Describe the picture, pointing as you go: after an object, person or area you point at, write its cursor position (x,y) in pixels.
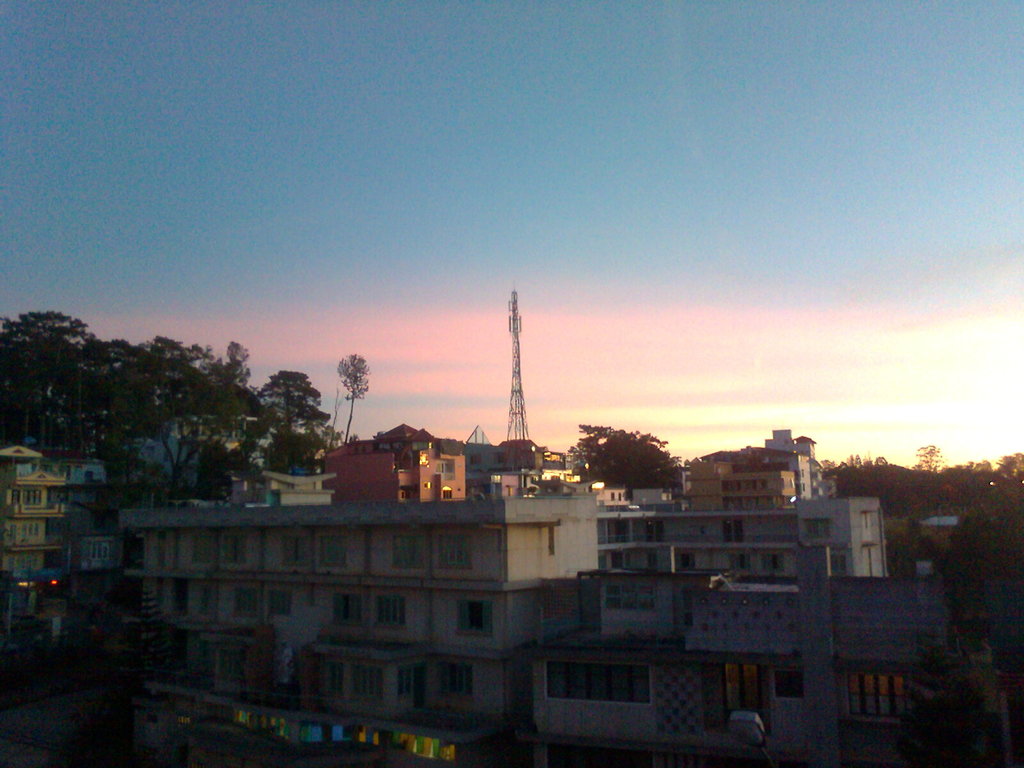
In this image we can see few buildings (440,554), trees (93,367), a tower (516,422) and the sky (519,296) in the background (706,260).
